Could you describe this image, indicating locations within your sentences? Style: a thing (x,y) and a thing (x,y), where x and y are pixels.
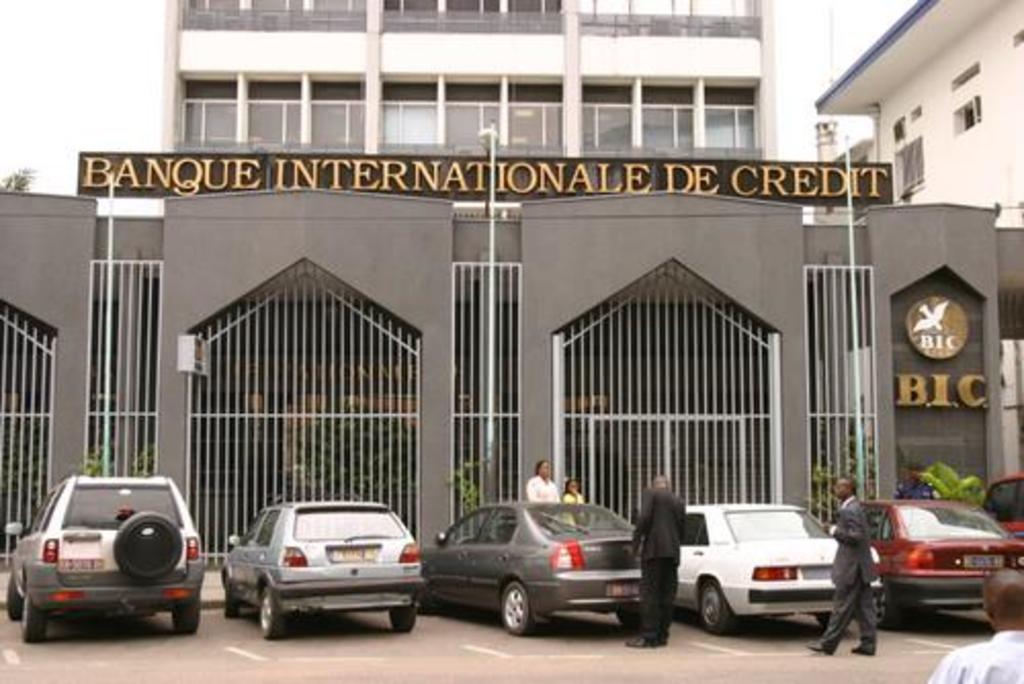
This picture is clicked outside. In the foreground (699,552) we can see the group of people (982,655) and we can see the group of cars (46,560) parked on the ground (492,644). In the background (324,416) we can see the sky (74,38), buildings (3,229), metal rods (363,423), green leaves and we can see the text (435,179) on the board (343,182) and we can see the text (928,376) is attached to the wall (922,365) of the building (937,363) and we can see the lamp posts (858,371) and many other objects (348,557).
